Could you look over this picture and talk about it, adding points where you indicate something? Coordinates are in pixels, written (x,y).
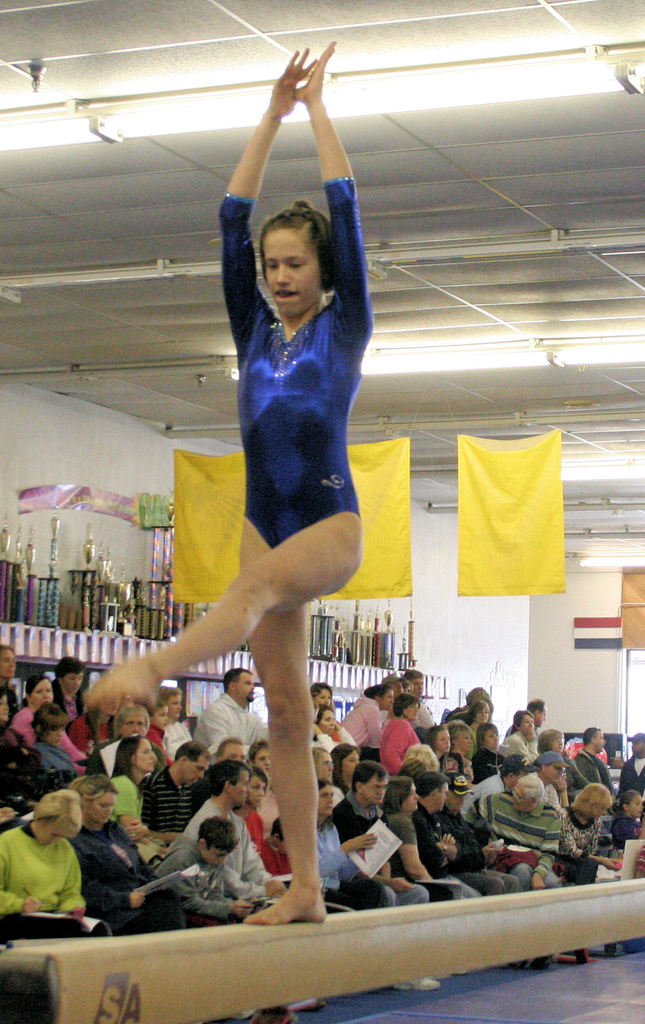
In this image we can see a woman (294,417) on the pole (277,938). We can also see many people (396,809) sitting. We can also see some books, floor (595,980) and also a flag (610,629) attached to the plain wall (548,676). We can see the yellow color banners (383,559) and some objects (3,601) in the background (318,670). At the top (196,233) we can see the lights (474,65) and also the ceiling (510,222).
